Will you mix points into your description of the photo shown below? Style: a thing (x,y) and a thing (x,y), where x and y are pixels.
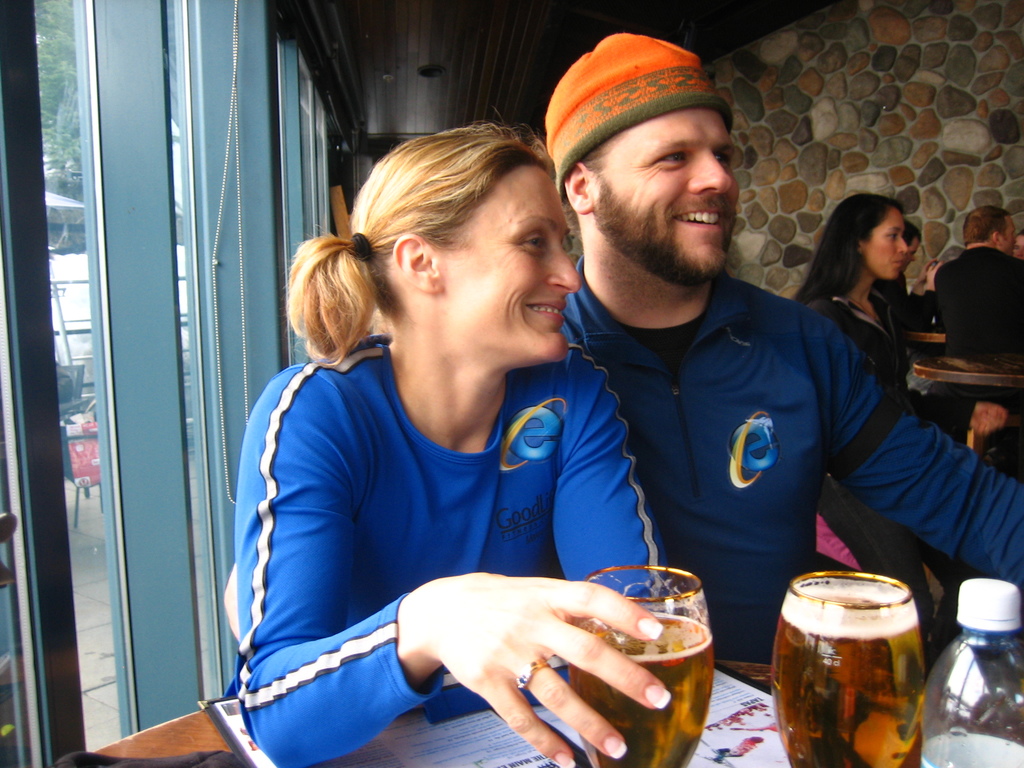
In this image I can see few people (813,288) sitting. I can see glasses (855,697), bottle (969,751), pamphlet (750,745) on the brown color table (182,724). I can see a window (161,171) and trees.
